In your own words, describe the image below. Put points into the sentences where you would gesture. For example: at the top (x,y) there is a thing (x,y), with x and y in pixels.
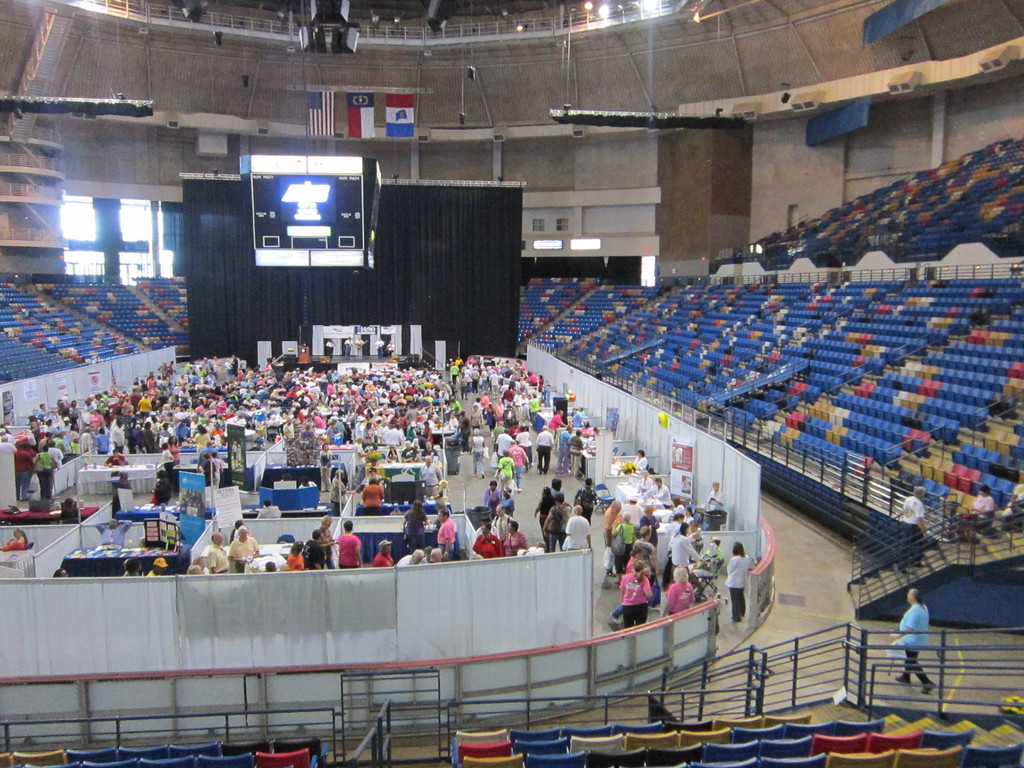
In the picture I can see few persons (385,432) standing and there are some other objects (297,488) beside them and there are few televisions (335,211) above them and there are few empty chairs (661,335) around them.
